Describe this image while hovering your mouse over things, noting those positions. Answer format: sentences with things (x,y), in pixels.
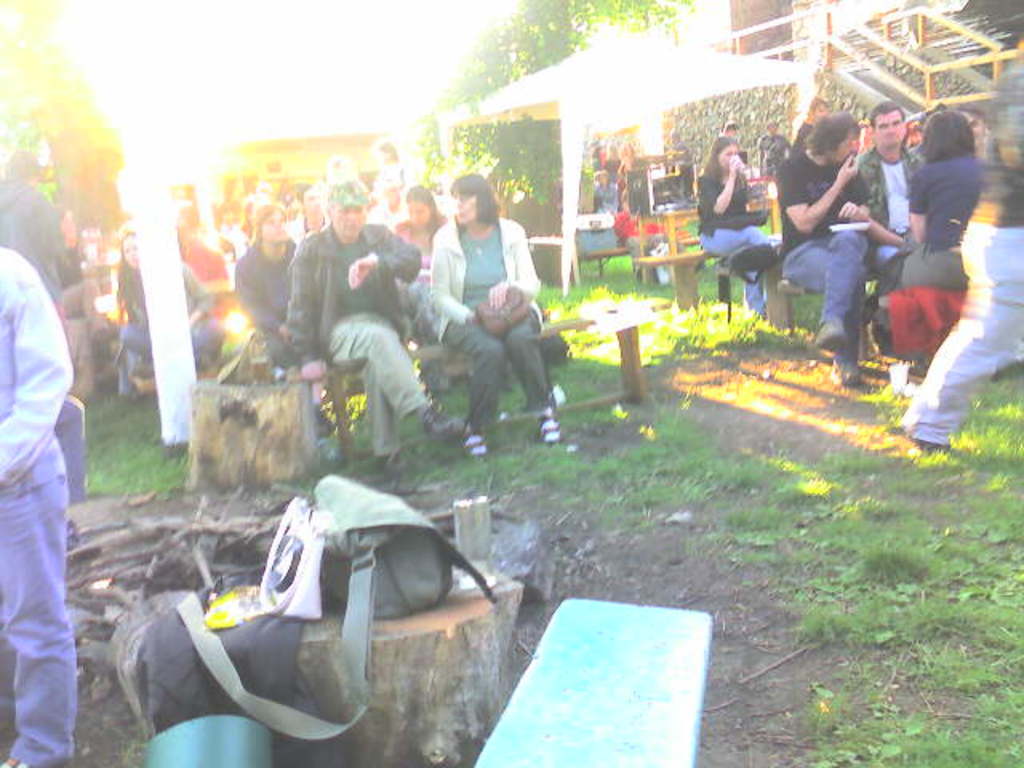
This is an outside view. In this image, I can see a crowd of people (319,301) sitting on the benches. At the bottom (473,691) there is a trunk (400,632) on which a bag (388,562) is placed. Beside there are many sticks (104,561) on the ground (107,702) and also there is a bench (625,704). On the left side (9,393) there is a person (49,396) standing. In the background (97,224) there are some trees (516,72) and buildings (684,124). On the ground (740,499), I can see the grass (801,585).
